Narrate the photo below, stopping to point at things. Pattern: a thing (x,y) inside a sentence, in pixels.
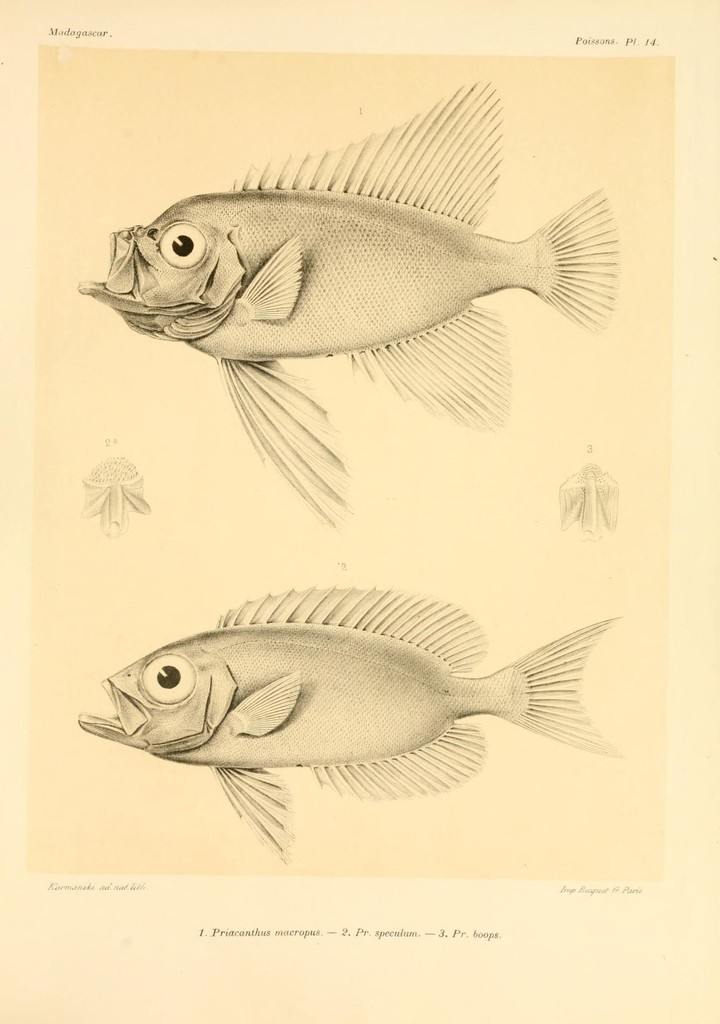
It is a poster (456,602). In this image there are depictions of fish (559,279) and there is some text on the image.
